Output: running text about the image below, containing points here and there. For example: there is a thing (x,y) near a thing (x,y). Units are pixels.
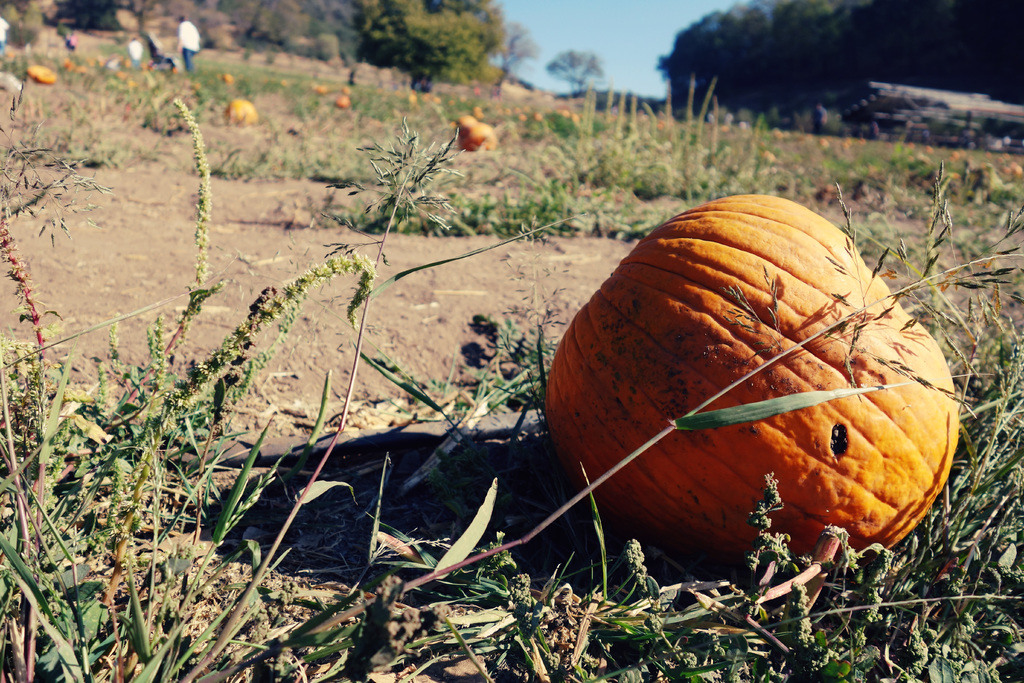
In this image we can see a group of pumpkins (250,103) on the ground (446,103). In the foreground (338,496) we can see plants (800,596). In the background (182,39), we can see a person (184,52) standing on the ground (127,73), groups of trees (573,51) and sky (576,21).
